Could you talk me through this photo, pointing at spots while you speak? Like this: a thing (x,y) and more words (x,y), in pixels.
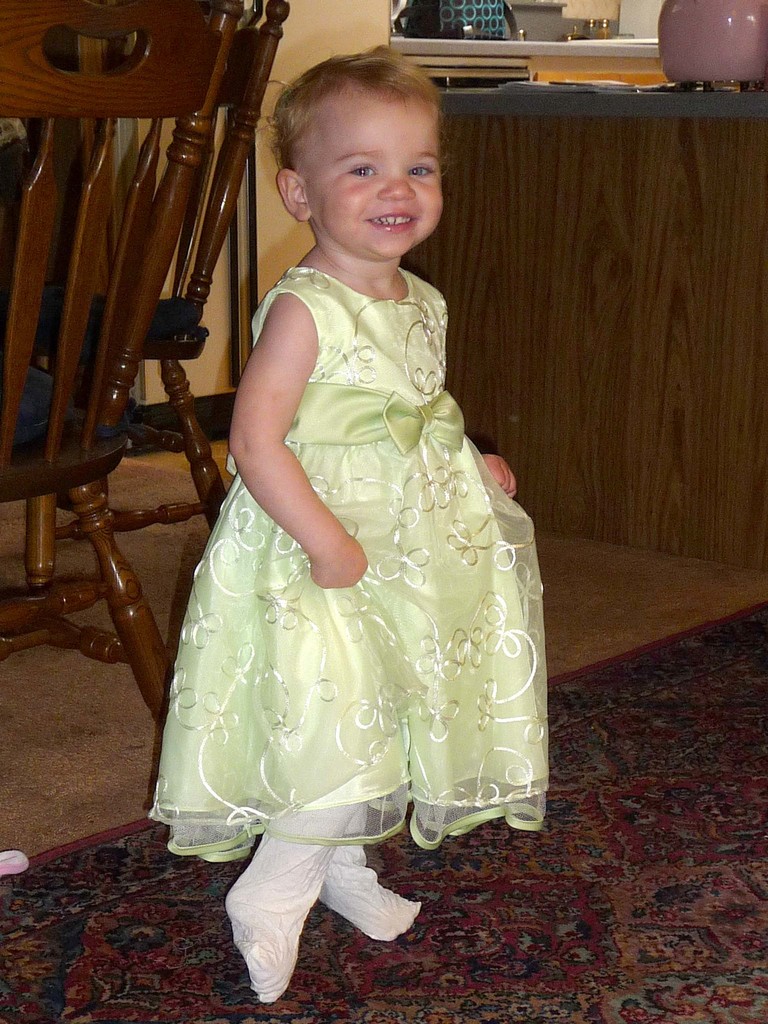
In this image in the foreground (358,508) there is one girl (277,710) who is standing and smiling, and in the background (108,341) there are some chairs (192,309) and table (566,184). On the table (601,122) there are some vessels (712,53) and bowls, at the bottom (437,970) there is one carpet (212,914).
